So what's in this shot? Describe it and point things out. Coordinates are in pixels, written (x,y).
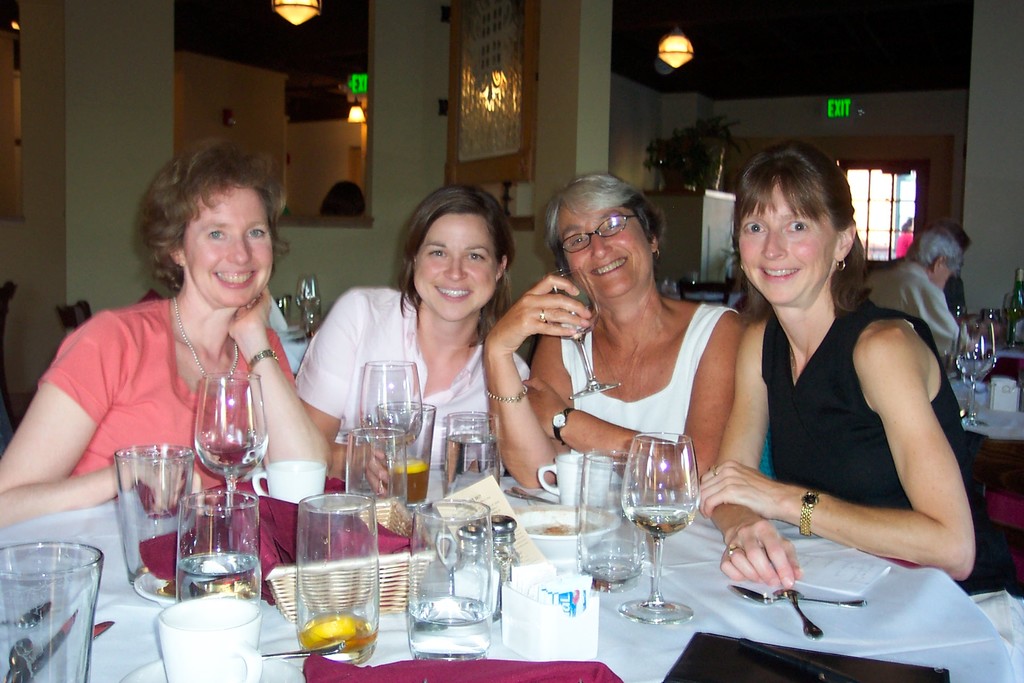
In this image I can see number of people (622,275) are sitting. I can see few of them are smiling. In the front of the image (357,528) I can see a table (660,640) and on it I can see a white colour table cloth (725,599), number of glasses (454,634), few cups (176,631), few spoons (296,656) and few other things (879,666). I can also see a woman (609,244) is holding a glass (575,296) and she is wearing a specs (559,244). On the top side of the image (535,92) I can see number of lights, two exit sign boards (847,108) on the walls (348,153), a window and few other things (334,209).
